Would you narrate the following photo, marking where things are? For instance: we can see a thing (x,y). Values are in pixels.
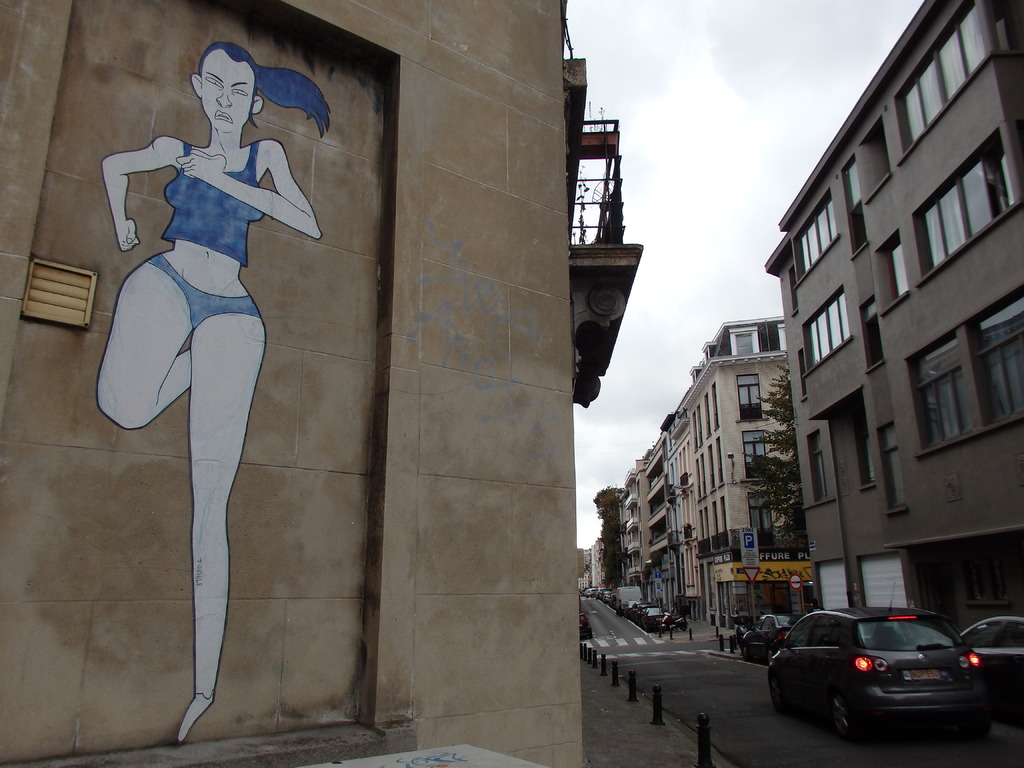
In this image I see number of buildings (607,366) and on this wall (371,212) I see the depiction of picture (178,185) of a woman (310,85) and I see the road (662,645) on which there are number of vehicles (889,723) and I see few trees (767,478). In the background (662,398) I see the sky (731,151).
